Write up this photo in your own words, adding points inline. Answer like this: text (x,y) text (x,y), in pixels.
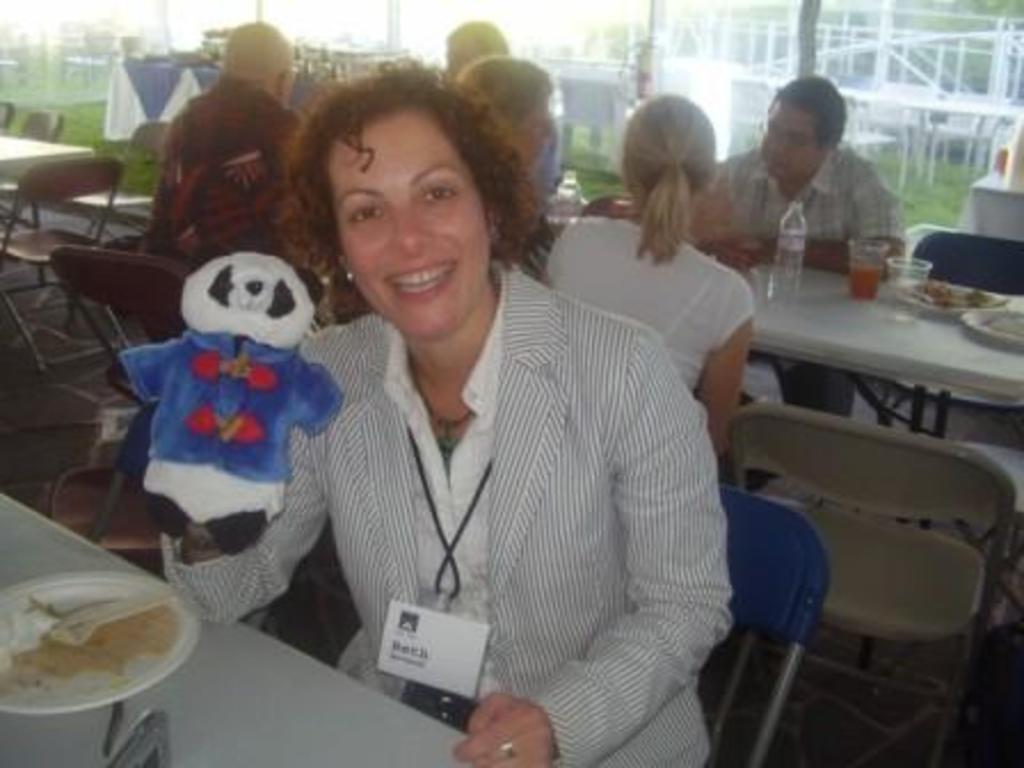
As we can see in the image there is building (899,63), chairs (958,127) and table (189,691) and few people (370,128) sitting on chairs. On table (259,700) there is a plate (153,604), bottle (782,271), glasses (864,253) and the woman (450,273) who is sitting here is holding doll (254,379).
